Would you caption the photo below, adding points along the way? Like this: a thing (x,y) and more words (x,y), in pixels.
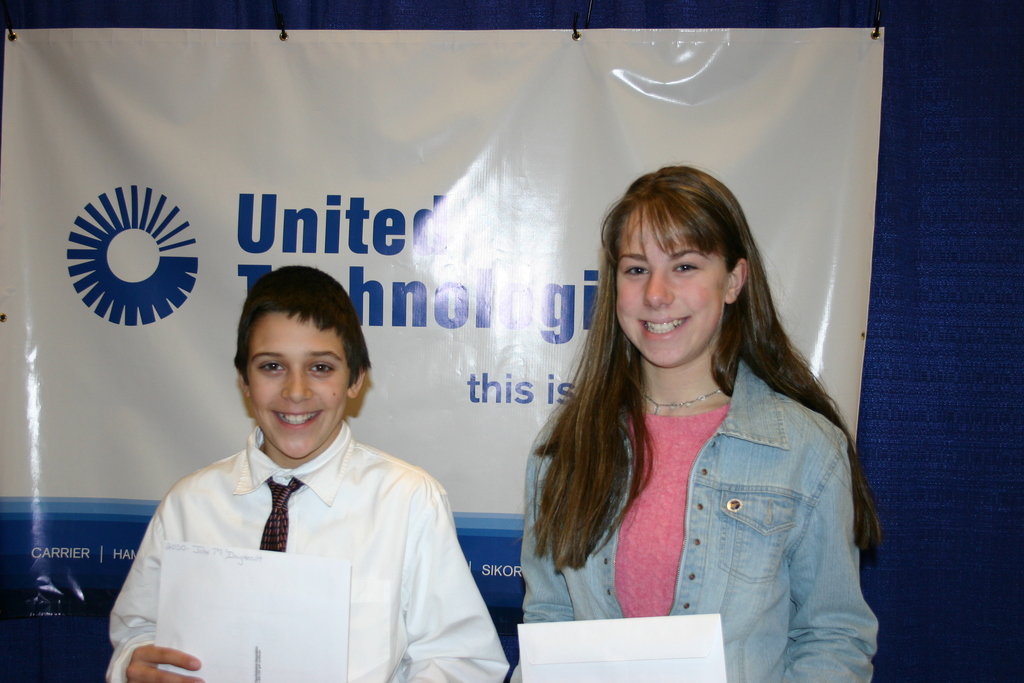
In the image we can see a woman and a boy (334,446) standing, wearing clothes (337,462) and they are smiling, and they are holding paper (667,626) in their hands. Behind them, we can see the banner (384,201) and we can see the text (410,235) on it.
